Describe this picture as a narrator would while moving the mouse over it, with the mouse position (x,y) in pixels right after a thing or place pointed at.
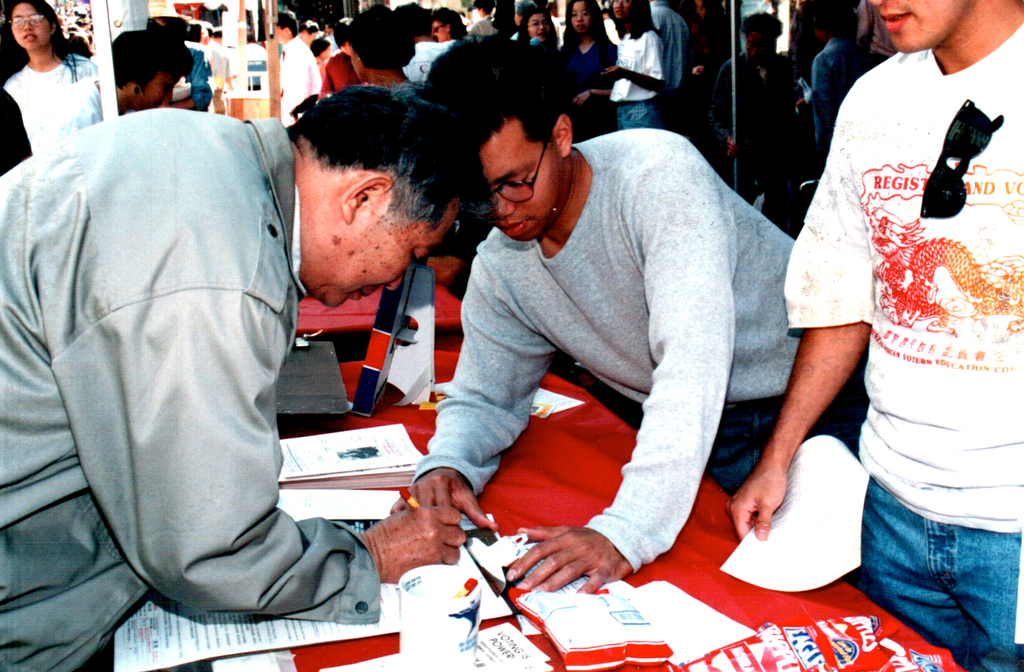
As we can see in the image there are group of people (442,184) and in the front (400,410) there is a table (505,597). On table (553,622) there are papers (809,520), glass (433,565) and red color cloth (711,566).
